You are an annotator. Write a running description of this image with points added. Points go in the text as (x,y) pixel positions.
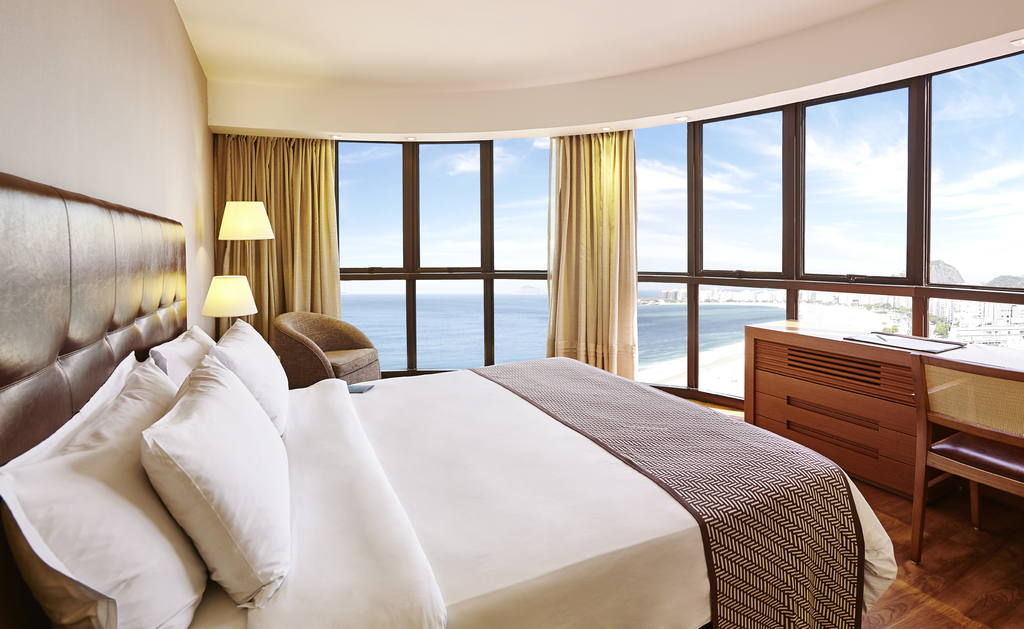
This looks like a bedroom (452,398). This is the bed (427,553) covered with white blanket (489,534) and there are four pillows (228,457) on the bed (396,499). This is the chair (331,351). These are the two lamps (247,206). This looks, like a desk (896,367) with drawers (883,423). I can find another empty chair (974,436) here. These are the curtains (284,242) hanging. This is the window (528,275). I can see the sea water (544,332) and buildings (806,299) through the window (748,304).
